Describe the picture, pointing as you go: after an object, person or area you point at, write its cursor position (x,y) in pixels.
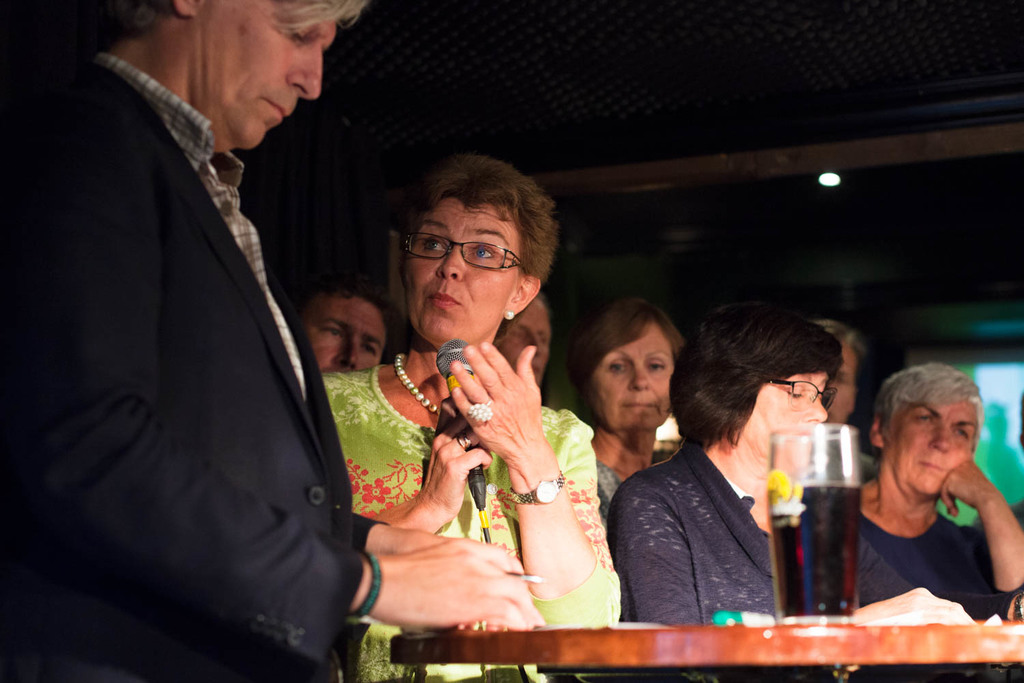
In this picture I can see group of people (589,338) standing, there is a person (379,389) holding a mike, there is a glass (844,531) with a liquid (834,583) in it, on the table (507,636), and in the background (775,172) there are some objects (753,164).
